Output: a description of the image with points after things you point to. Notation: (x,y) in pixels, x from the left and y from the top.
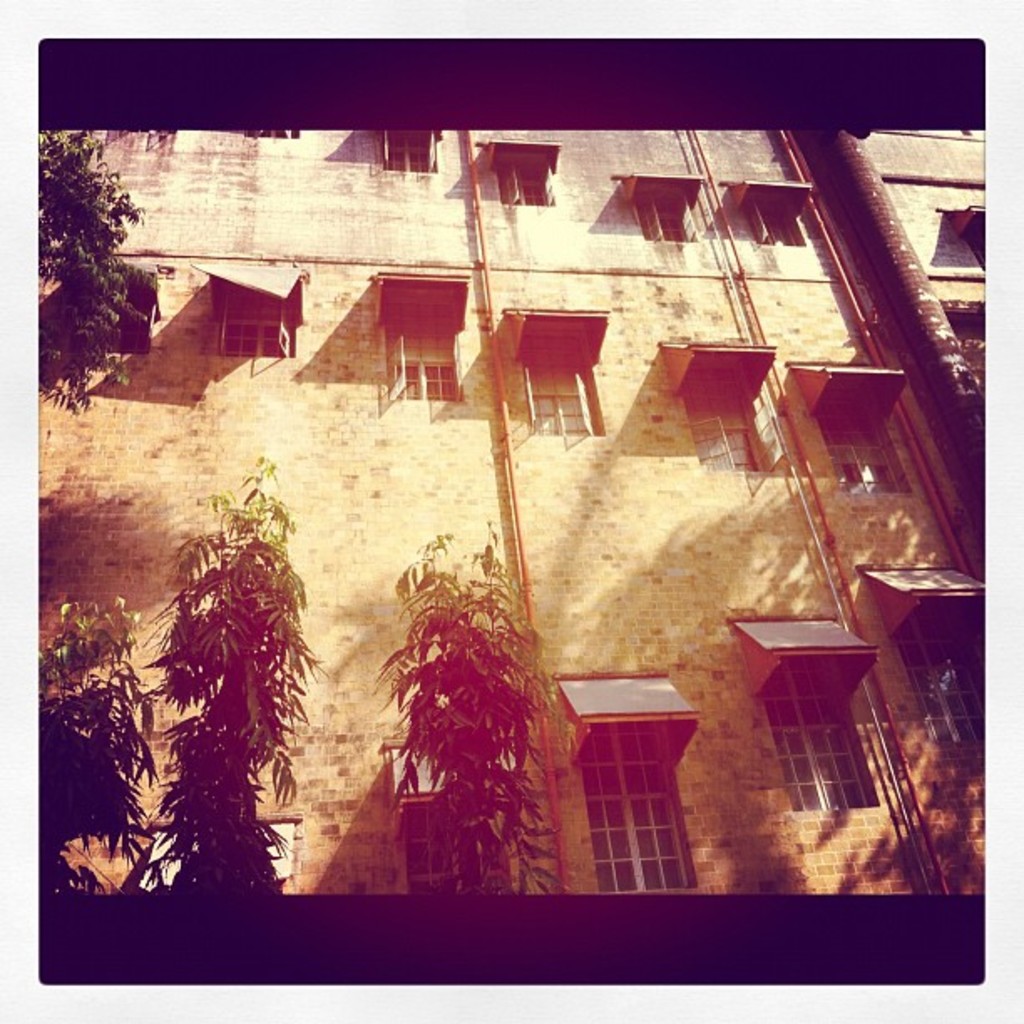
In this image there is a building (521,363) with windows (422,353) and pipes (500,351) in the building (588,408), in front of the building (565,472) there are trees (89,303).
